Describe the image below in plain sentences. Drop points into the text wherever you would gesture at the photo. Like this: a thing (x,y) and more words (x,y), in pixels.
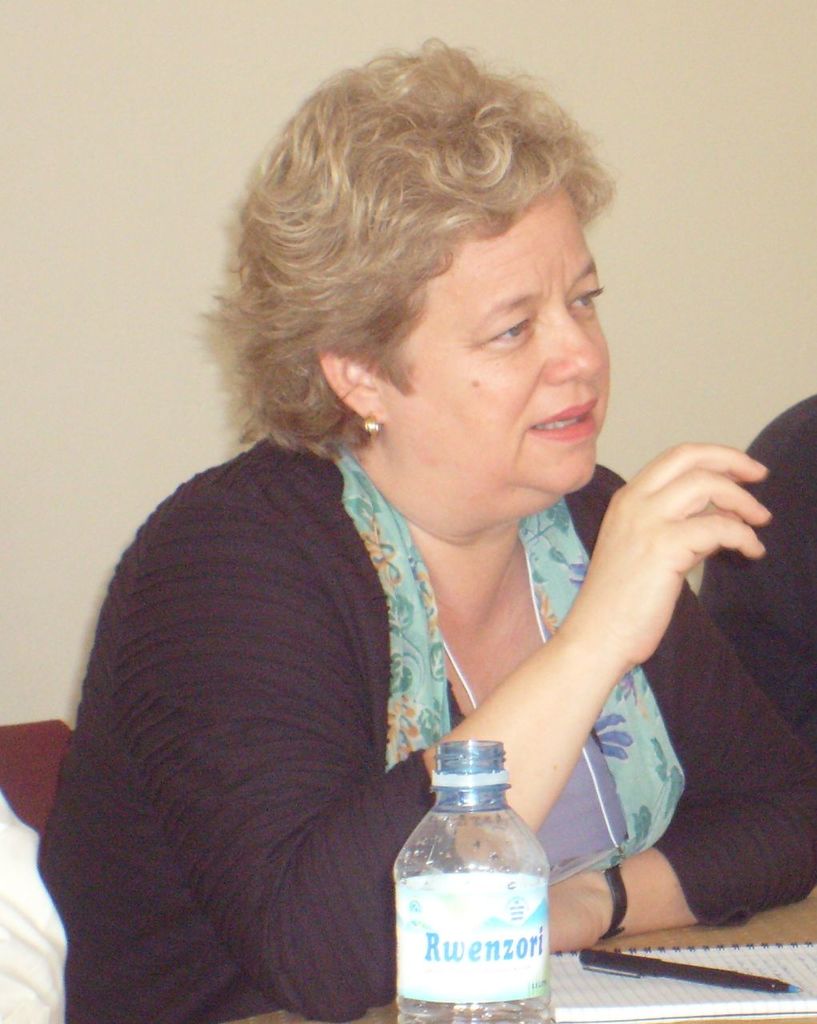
This is the picture of a woman (272,730) in black dress (208,680) sitting on a chair (48,767). In front of the woman (254,788) there is a table (392,1009) on the table (394,1020) there are bottle (437,1023), book (576,1011) and pen (615,969). Behind the woman (390,494) there is a wall (143,107).
